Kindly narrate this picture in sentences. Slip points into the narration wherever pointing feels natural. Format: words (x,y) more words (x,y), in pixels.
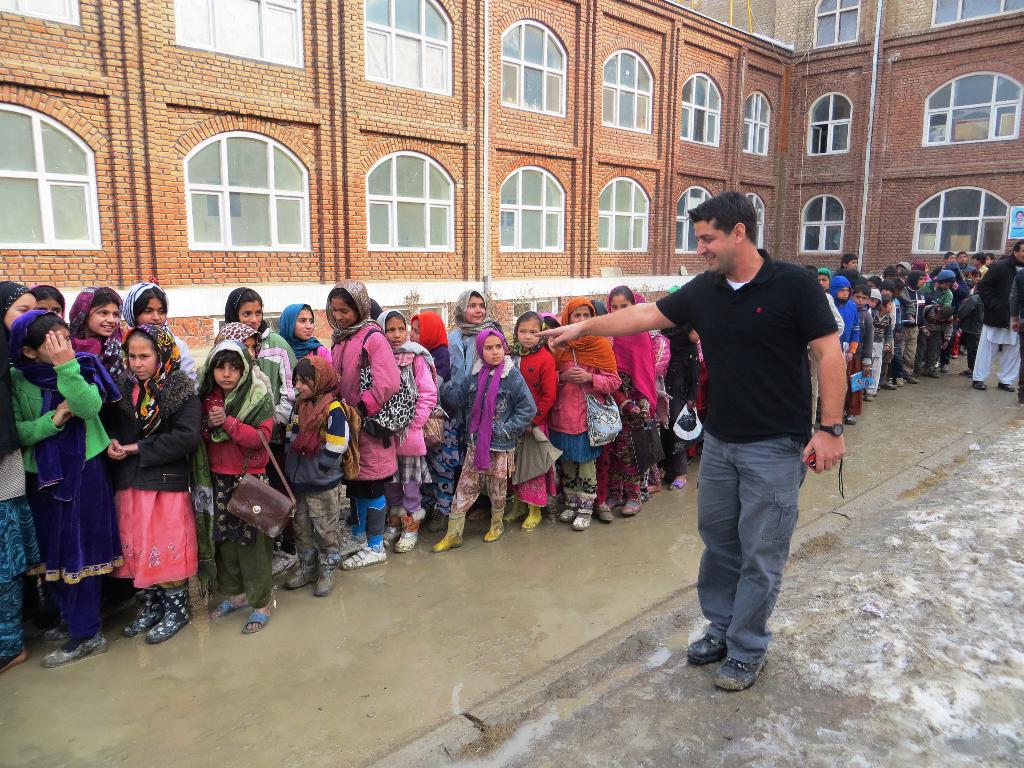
In this picture there are people (19,357) and we can see windows (828,28), building (784,138) and poster (1018,209) on the wall (887,219).
